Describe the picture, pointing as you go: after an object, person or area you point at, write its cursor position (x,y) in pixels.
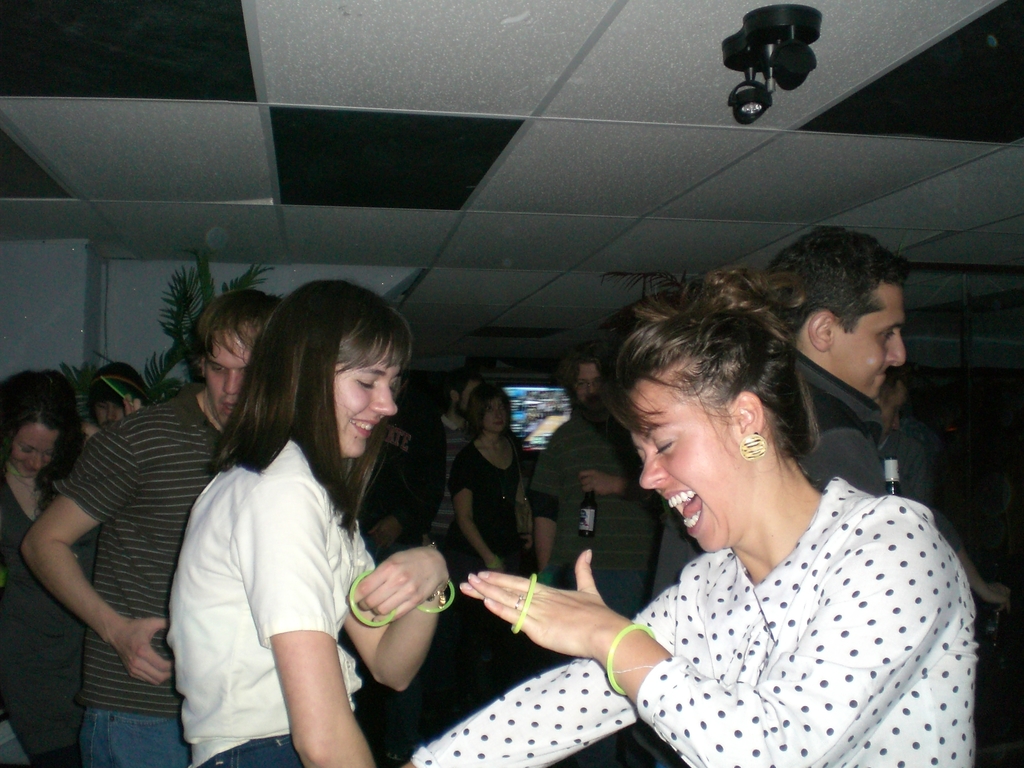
In this picture I can see two persons (906,660) standing and smiling, there are group of people (825,401) standing, there are house plants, there is a screen (552,434) and at the top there are some objects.
